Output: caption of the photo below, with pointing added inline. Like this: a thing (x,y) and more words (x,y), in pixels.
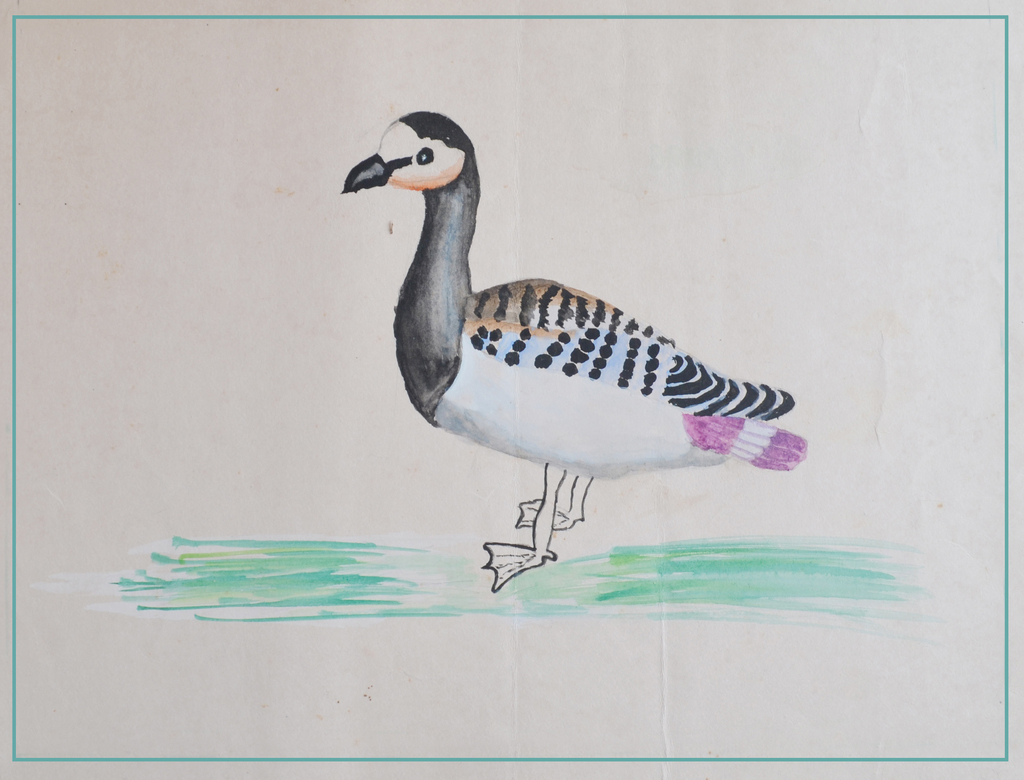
In this picture I can see a drawing (667,414) of a duck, on the paper (344,100).
